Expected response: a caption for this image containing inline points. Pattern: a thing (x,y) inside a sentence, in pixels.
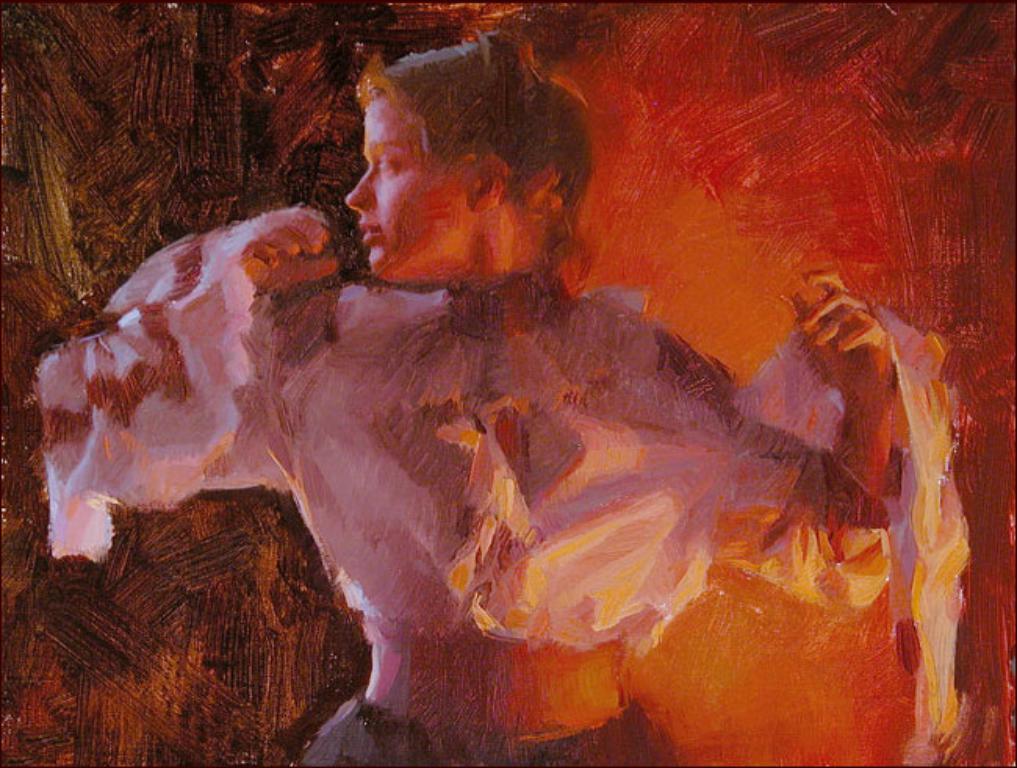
In this image we can see a painting (475,448) of a woman (489,433).
